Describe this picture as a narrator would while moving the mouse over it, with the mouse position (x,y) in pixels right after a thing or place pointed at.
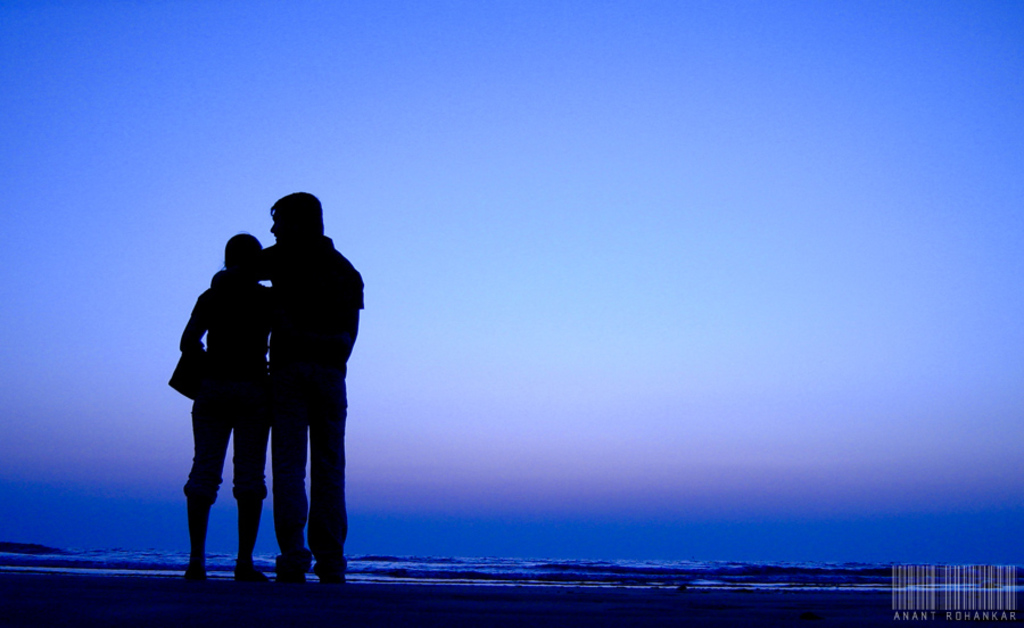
This is an edited image we can see there are two persons (306,413) standing on the beach area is on the left side of this image (267,409). There is a sky (707,294) in the background (707,281). There is a sea (635,574) at the bottom of this image (515,558).
